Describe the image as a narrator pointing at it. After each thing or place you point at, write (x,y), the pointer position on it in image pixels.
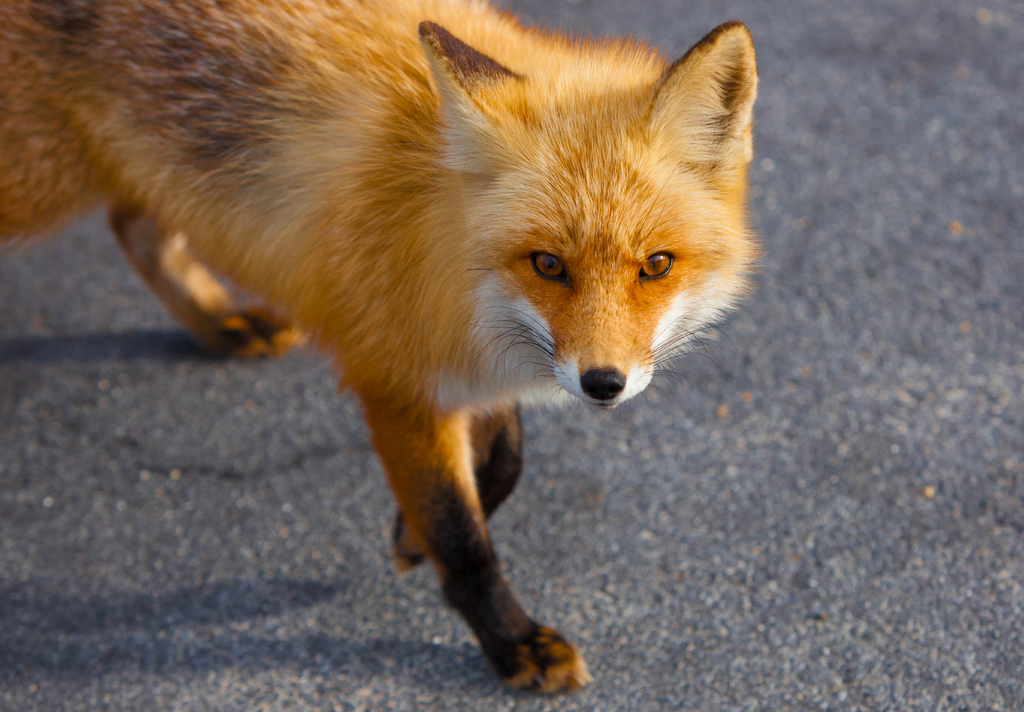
In the foreground of this picture (485,238), there is a fox (454,388) walking on the road (750,513).
